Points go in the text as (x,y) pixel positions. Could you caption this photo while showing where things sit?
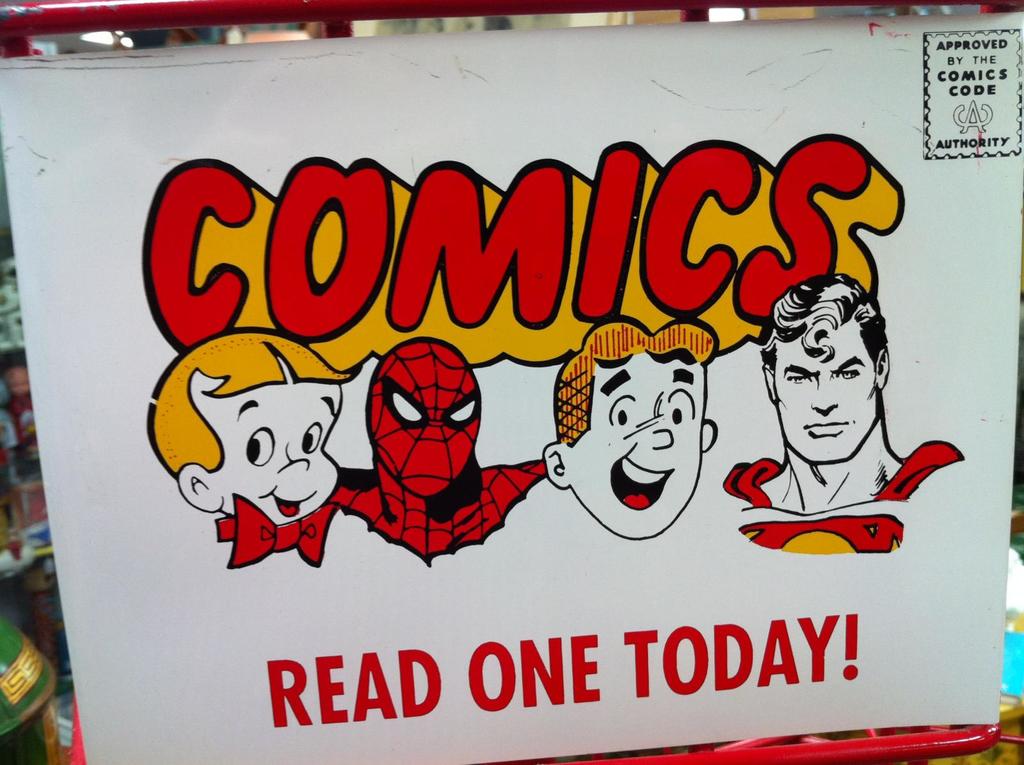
In this image I can see a white colour board (335,229) and on it I can see few faces (291,470) of cartoon characters (454,448). I can also see something is written on it.
